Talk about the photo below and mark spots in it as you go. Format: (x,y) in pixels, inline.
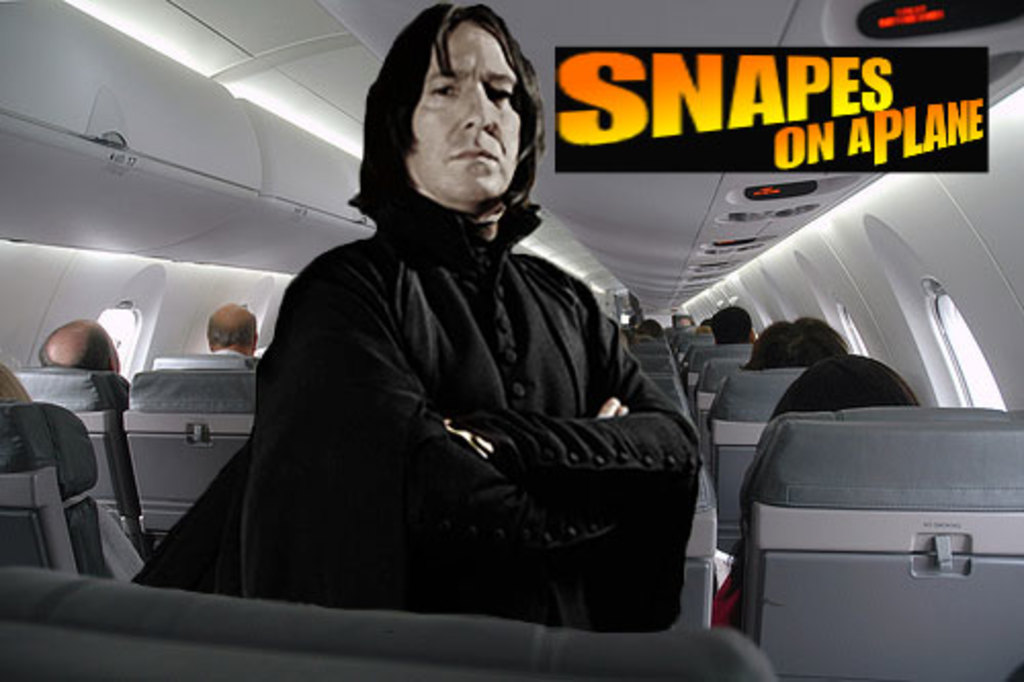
People (62,358) are sitting on chairs (803,460). Beside these people (753,344) there are windows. Front this man (412,140) is standing.
